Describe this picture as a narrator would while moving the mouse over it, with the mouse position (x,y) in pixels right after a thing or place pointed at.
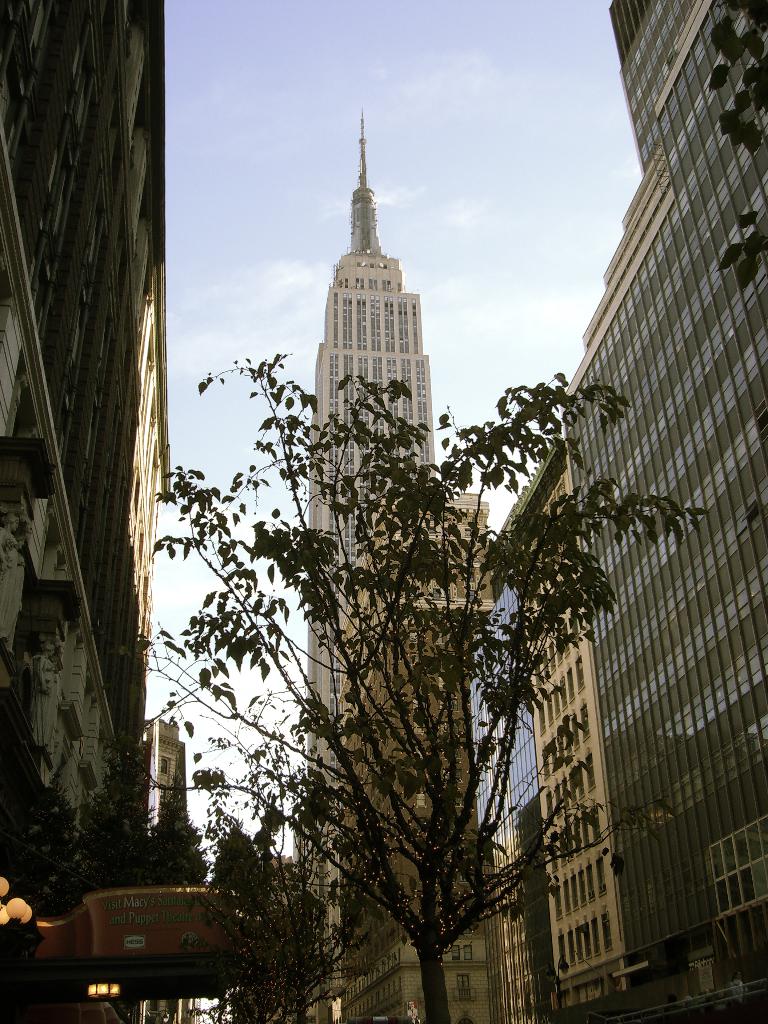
There are trees (335,796). On the sides there are buildings (645,476). In the left bottom corner (16,916) there is a light pole (36,934). In the background (274,320) there is a building (388,295) and sky (449,204).
